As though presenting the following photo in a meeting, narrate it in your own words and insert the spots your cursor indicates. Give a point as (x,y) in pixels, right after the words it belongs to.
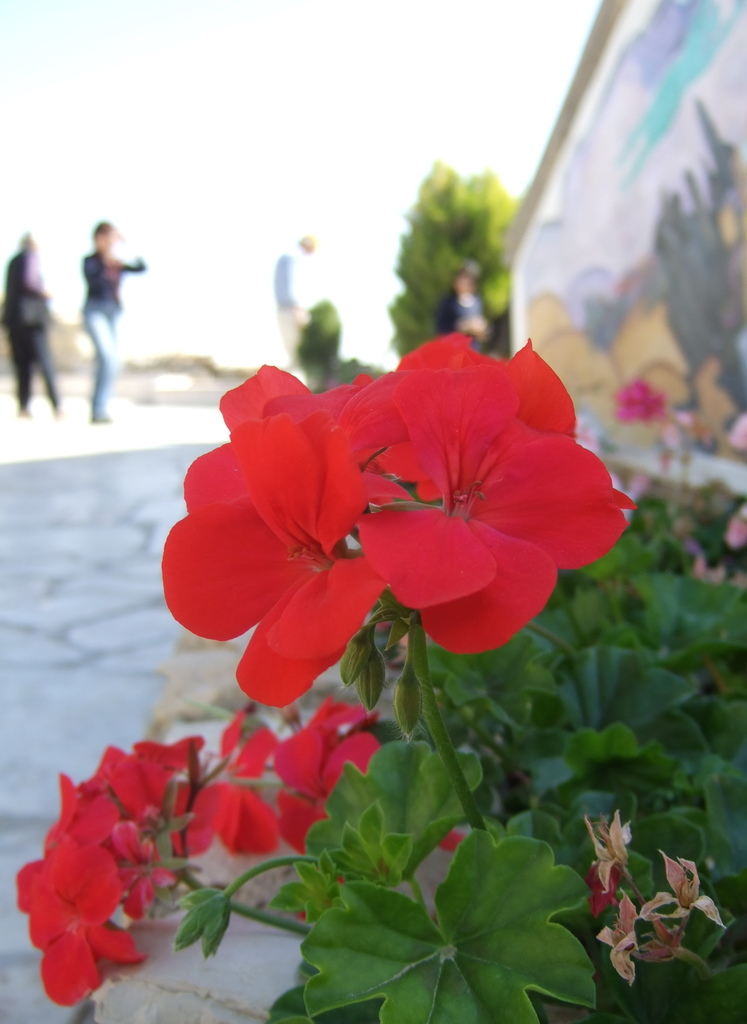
In this image we can see a plant (381,898) with flowers (386,572). In the background (604,663) there are plants (616,669) with flowers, painting (666,382) on the wall (640,139), few persons (101,383) are standing on the ground (76,634), trees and sky (219,166).
